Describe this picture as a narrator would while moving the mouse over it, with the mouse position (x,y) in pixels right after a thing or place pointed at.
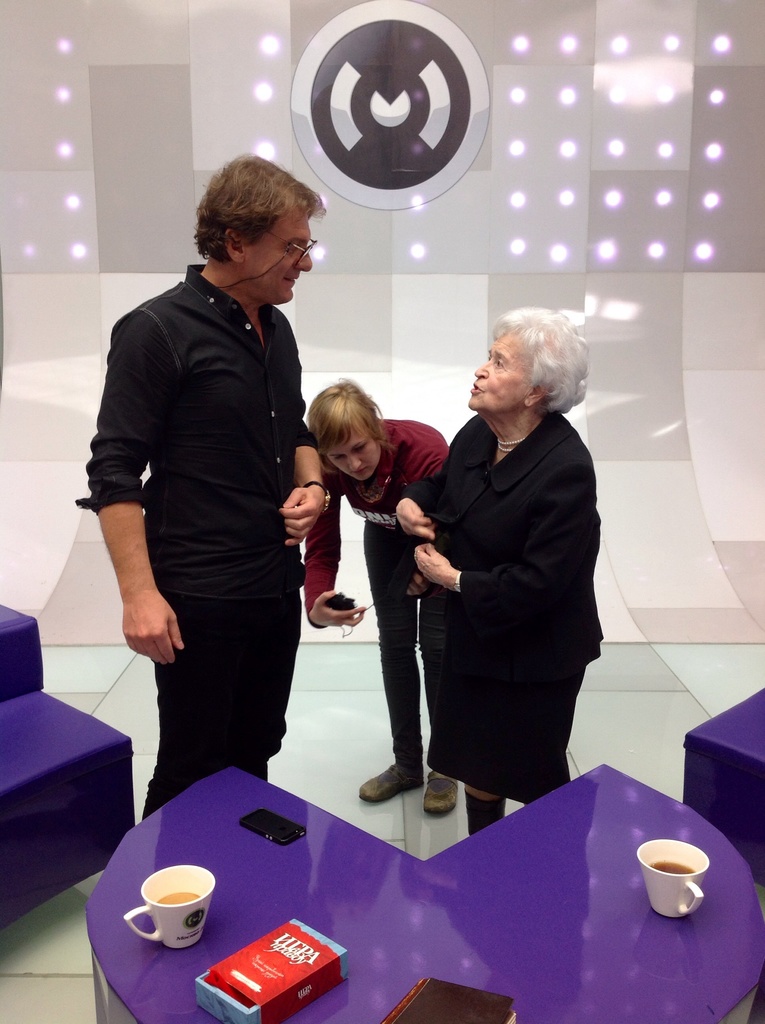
In this picture we can see a man (256,230) standing on the floor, and right to opposite a woman (495,426) standing and talking, in front (509,933) here is the table (564,919) with a tea cup (661,877) on it, and other objects (263,825).
